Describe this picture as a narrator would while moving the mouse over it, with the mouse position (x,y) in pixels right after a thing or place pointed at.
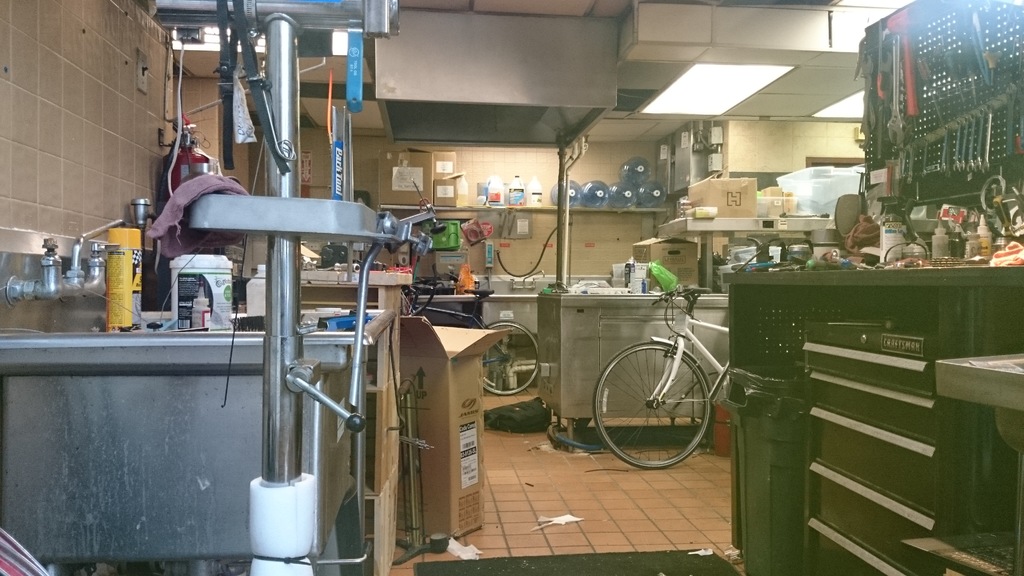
In this image we can see bicycles (676,394), tables (561,344), steel objects (274,325) and other objects (114,314). In the background of the image (754,236) there is a wall (667,198), bottles (649,175) and other objects (182,205). At the bottom of the image (588,509) there is a floor (606,511) and a floor mat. At the top of the image (334,47) there is the ceiling (784,2) with lights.
